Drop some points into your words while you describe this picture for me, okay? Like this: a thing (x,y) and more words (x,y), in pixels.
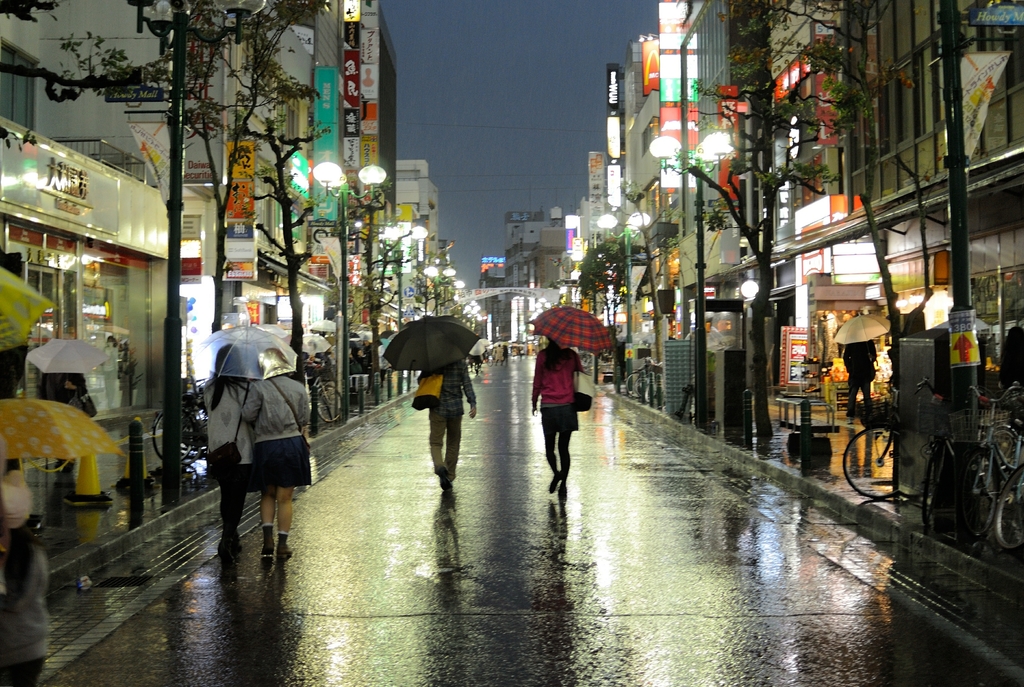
In the picture we can see a road (863,651) on it, we can see some people (31,585) are walking wearing handbags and holding an umbrella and beside the road (780,642) we can see some poles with lights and some trees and behind it, we can see buildings (16,121) with some shops (1013,276) and in the background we can see some buildings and top of it we can see a sky (538,170).
